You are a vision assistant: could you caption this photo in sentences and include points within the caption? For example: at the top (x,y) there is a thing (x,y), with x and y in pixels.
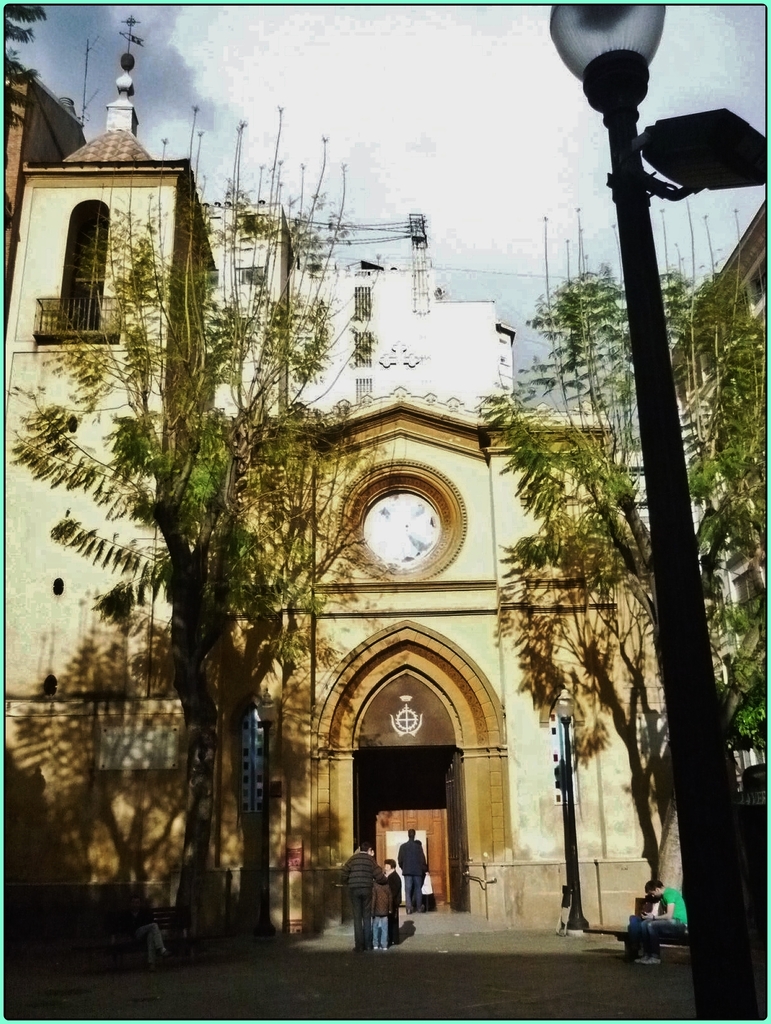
In this image, I can see trees (201,267), buildings (431,469) and light poles (657,515). At the bottom of the image (357,924), there are few people (366,903) standing and few people (149,919) sitting on the benches (182,927). In the background (175,56), there is the sky (343,94).
